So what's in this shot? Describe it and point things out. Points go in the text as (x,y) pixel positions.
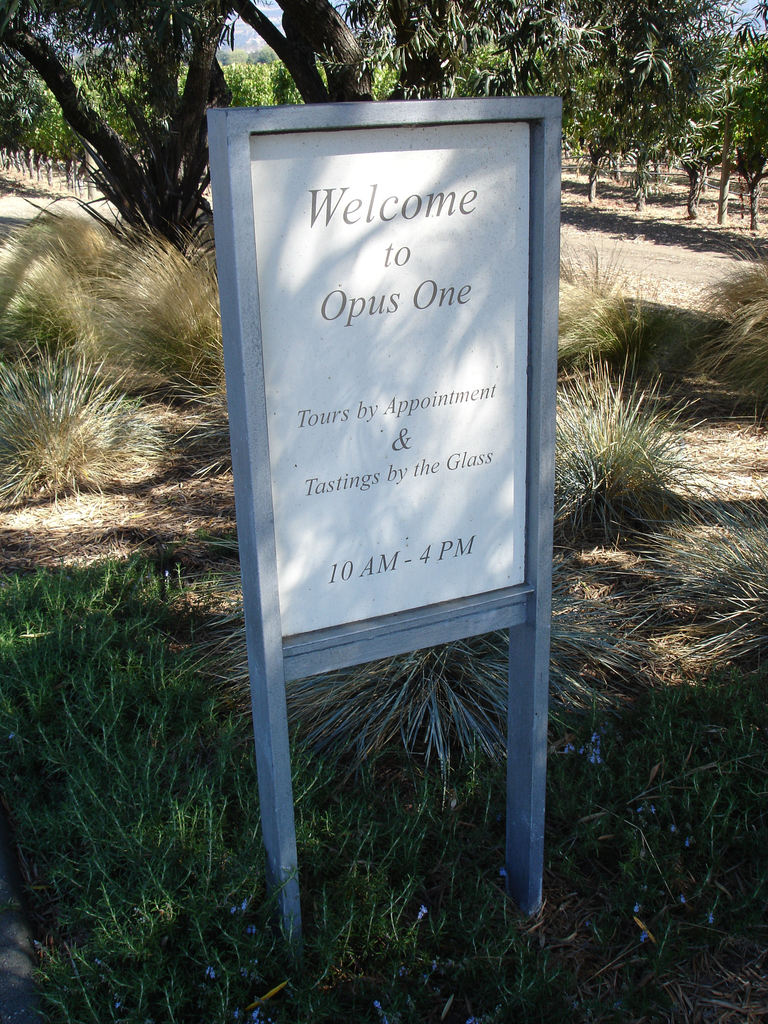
This image is taken outdoors. At the bottom of the image (588,972) there is a ground (589,934) with grass (138,840) on it. In the background (151,160) there are many trees (600,93) and plants (649,146). In the middle of the image (267,492) there is a board (345,339) with a text (353,306) on it.
